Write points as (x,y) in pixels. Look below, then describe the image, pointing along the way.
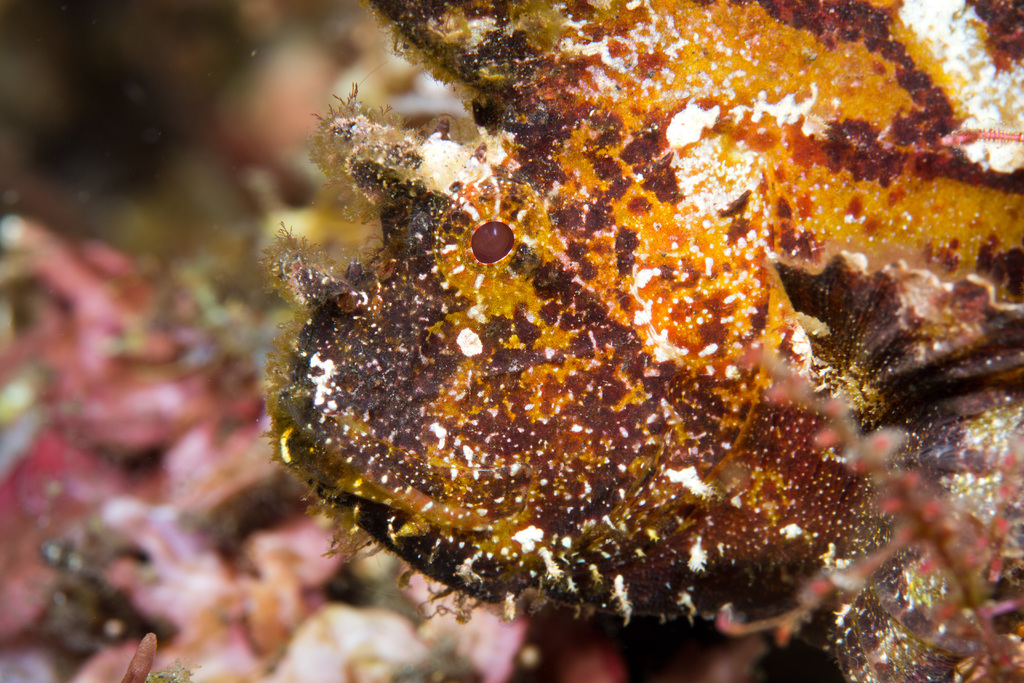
In this image there are underwater creatures (818,414).
